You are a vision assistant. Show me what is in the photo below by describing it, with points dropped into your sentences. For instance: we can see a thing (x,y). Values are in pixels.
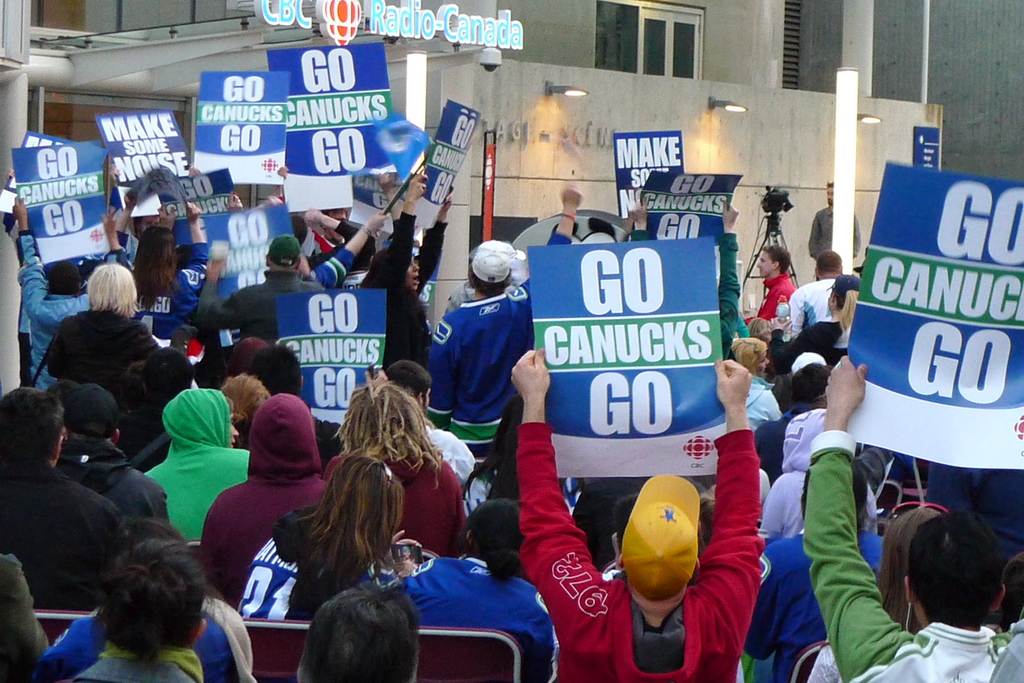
In this picture I can observe some people (326,541) sitting in the benches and some are standing. Most of them are holding blue and white color posters (361,304) in their hands (113,226). There is some text (41,166) on these posters (124,149). There are men (233,504) and women (93,370) in this picture. In the background (454,197) there is a building (620,56).
